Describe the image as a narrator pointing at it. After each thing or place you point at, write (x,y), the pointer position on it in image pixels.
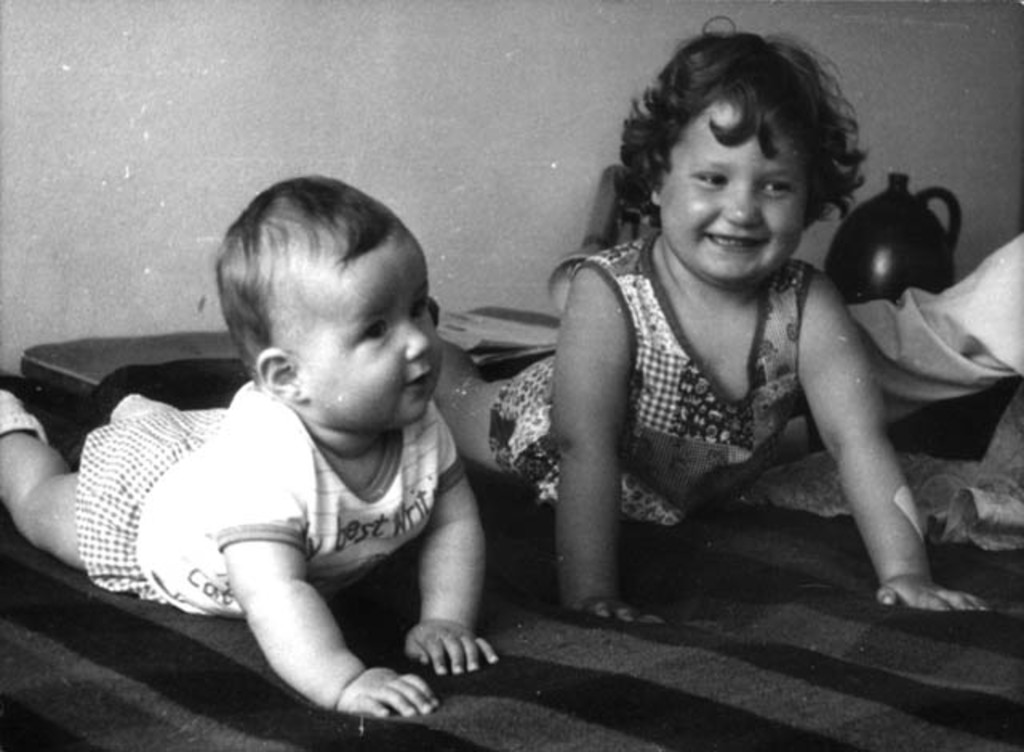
This is a black and white picture. In this picture, we see a baby (262,495) in white dress (257,473) and a girl (584,414) in the frock (659,472) are lying on the bed (627,690). Both of them are smiling. Beside them, we see a table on which pot (886,247) is placed. In the background (470,150), we see a wall (195,167).
